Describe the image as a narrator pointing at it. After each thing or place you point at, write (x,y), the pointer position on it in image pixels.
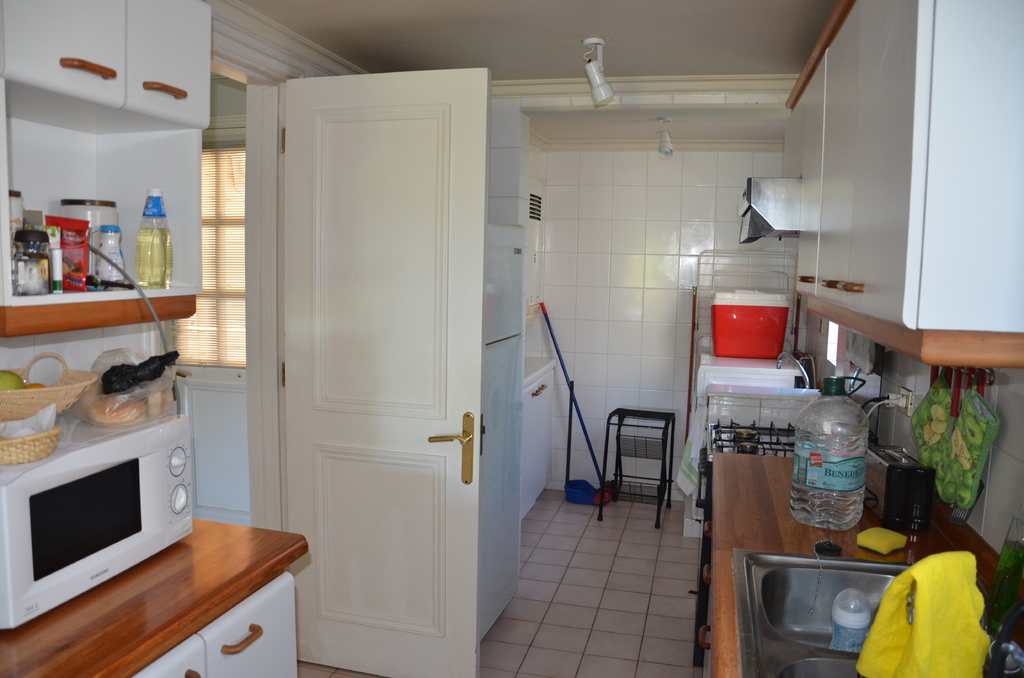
In this image, we can see the microwave oven (105,504), cupboards (267,661), sink (824,633), water bottle (832,449), refrigerator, baskets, bottles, rods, stove (743,435) and few objects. At the bottom (590,546), there is a floor (608,603). Here we can see tile walls (623,278) and window shade (215,317). Top of the image (689,51), we can see the ceiling (614,72) and lights (671,142).
